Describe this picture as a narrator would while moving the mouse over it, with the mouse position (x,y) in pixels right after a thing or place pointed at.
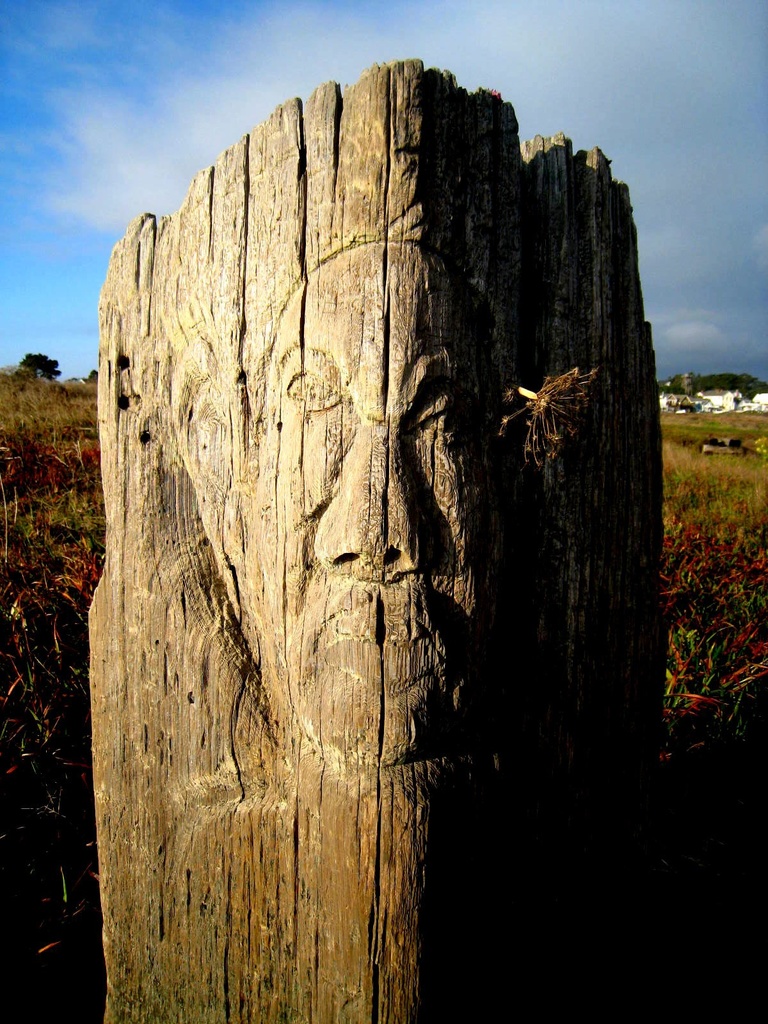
This is wood carving (280,435). Background (688,476) there is a grass (717,491). Sky (691,115) is cloudy.
